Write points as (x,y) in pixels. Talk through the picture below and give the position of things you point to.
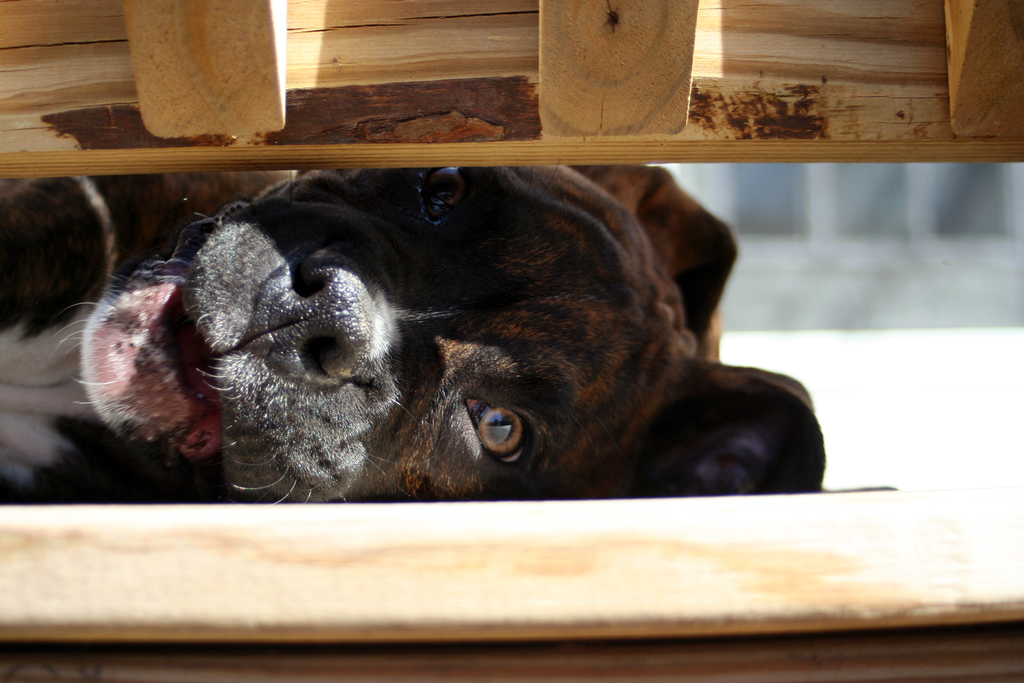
In this image we can see a dog (400,382) between the wooden fence (357,165).
